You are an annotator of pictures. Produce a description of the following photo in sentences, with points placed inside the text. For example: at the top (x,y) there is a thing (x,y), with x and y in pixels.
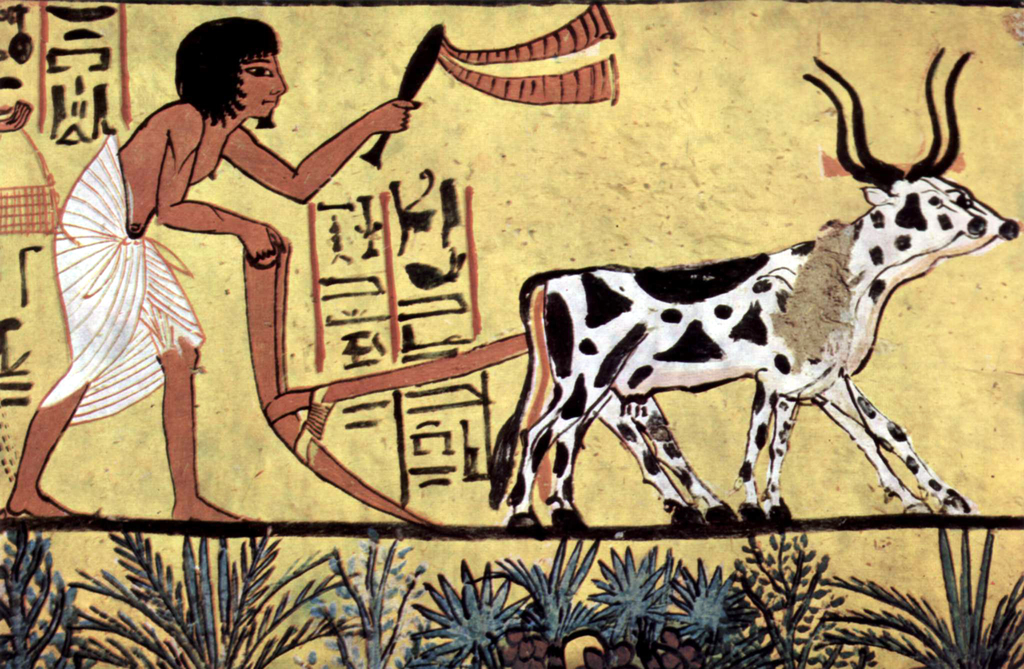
In this image we can see an art (674,121) contains a person (205,166) holding a plow (268,274) and farming with animals (895,273). There are some plants (693,621) at the bottom of the image (225,608).
